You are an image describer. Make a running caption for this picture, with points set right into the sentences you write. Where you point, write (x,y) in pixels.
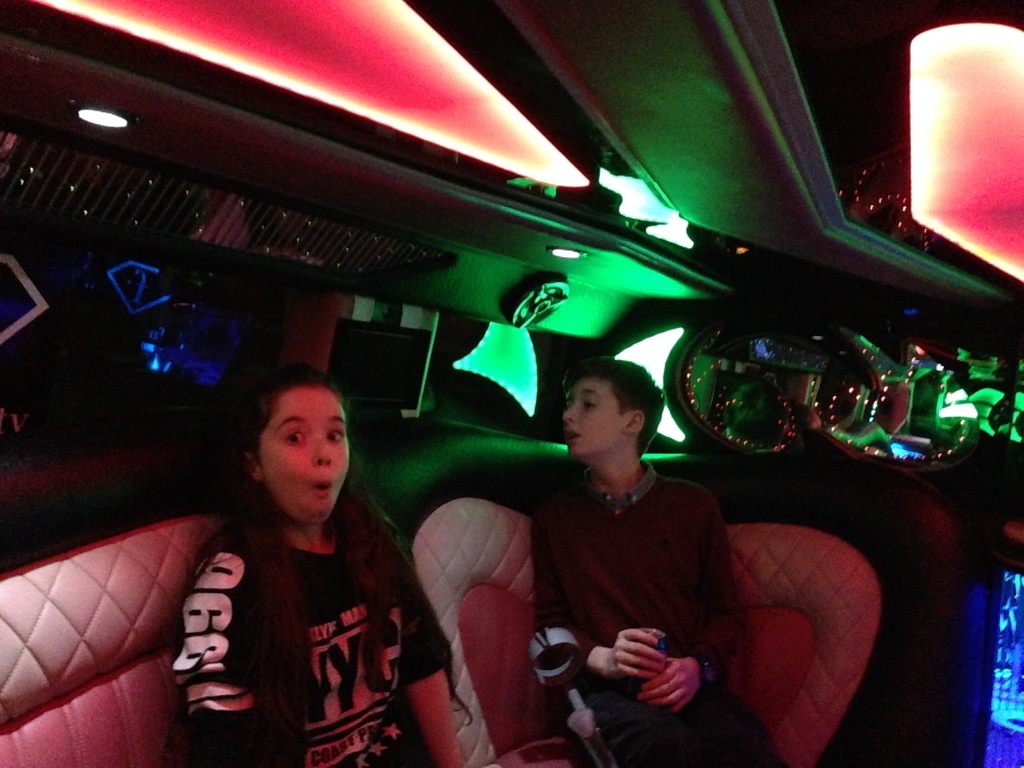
In this picture I can observe two members (288,714). One of them is a girl (276,487) and the other one is a boy (600,534) sitting in the sofas (469,668). In the background (496,365) I can observe green, red and blue color lights (503,349).
